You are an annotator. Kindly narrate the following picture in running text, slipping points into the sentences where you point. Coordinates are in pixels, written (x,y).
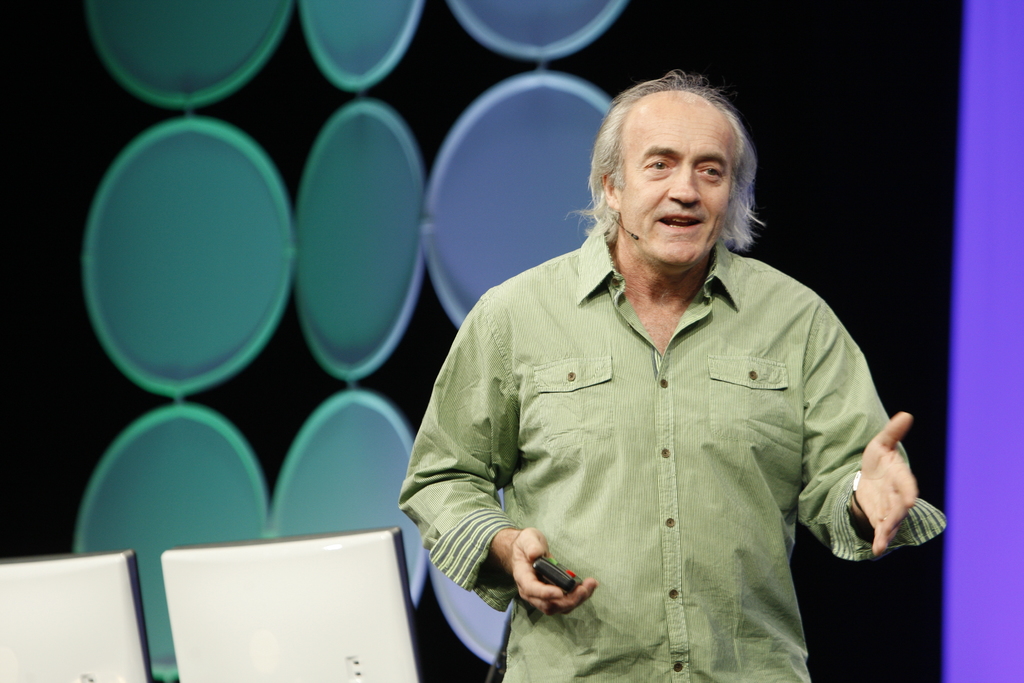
In this image person (571,446) is wearing a green shirt (639,507). He is holding a remote (548,563) in his hand (524,563). Bottom of image (83,587) there are two monitors (97,586). Behind him there is wall (114,420) having paintings (283,306) on it.
